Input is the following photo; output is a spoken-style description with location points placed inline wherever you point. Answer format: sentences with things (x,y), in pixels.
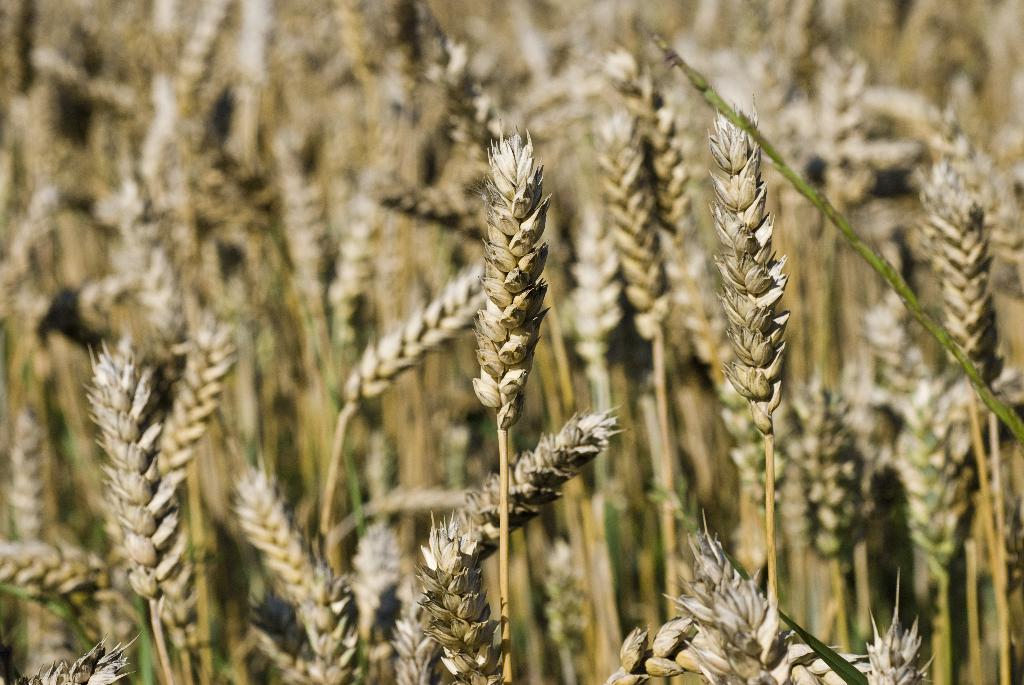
In this picture I can see wheat plants (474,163), and there is blur background (337,79).
